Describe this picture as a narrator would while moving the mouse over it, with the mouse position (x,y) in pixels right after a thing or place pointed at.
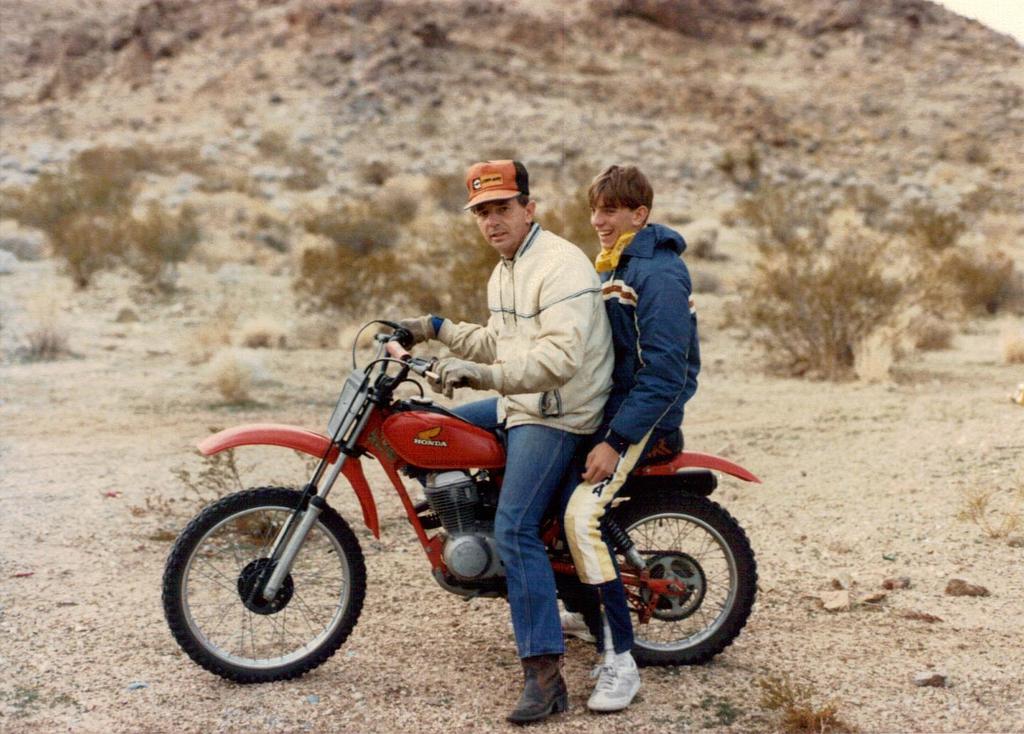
These two persons (593,364) are sitting on a motorbike (677,465) and wore jackets (625,338). Far there are plants (349,270). This man (628,308) is smiling. This man (514,268) wore cap (509,180) and holding handle (431,374).
